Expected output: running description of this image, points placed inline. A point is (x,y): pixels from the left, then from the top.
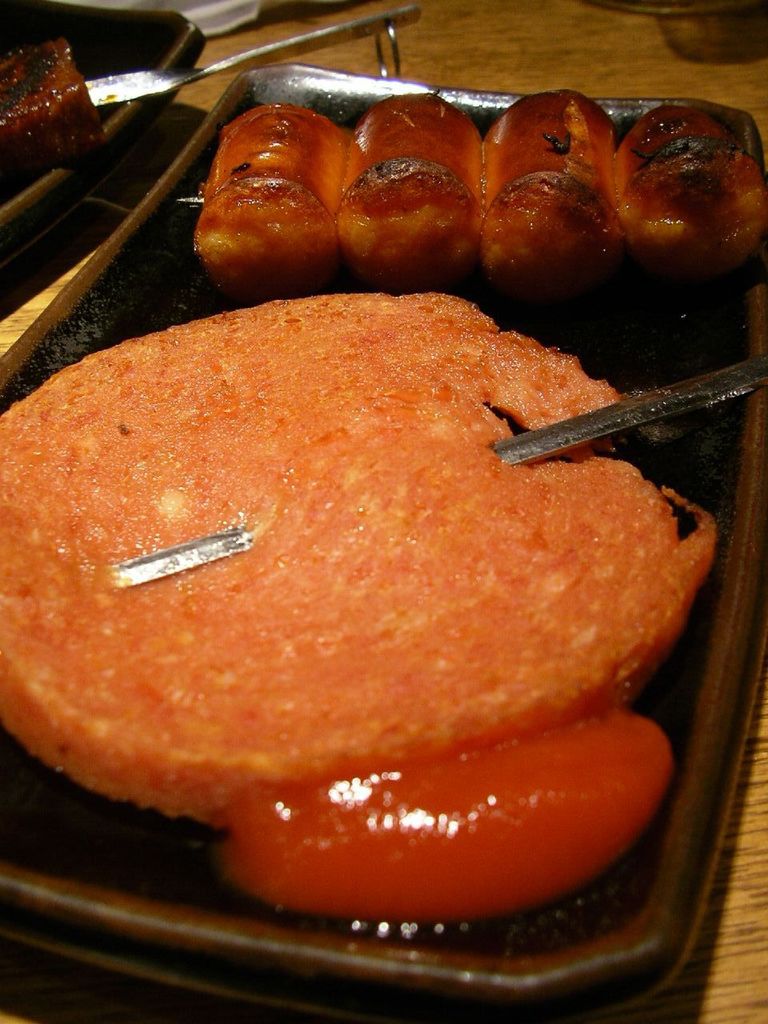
In this image there is food (348,853) on the tray (195,290) and there are metal objects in the foreground (308,325). And there are objects (117,46) in the background (119,61). And there is a table (629,44).
